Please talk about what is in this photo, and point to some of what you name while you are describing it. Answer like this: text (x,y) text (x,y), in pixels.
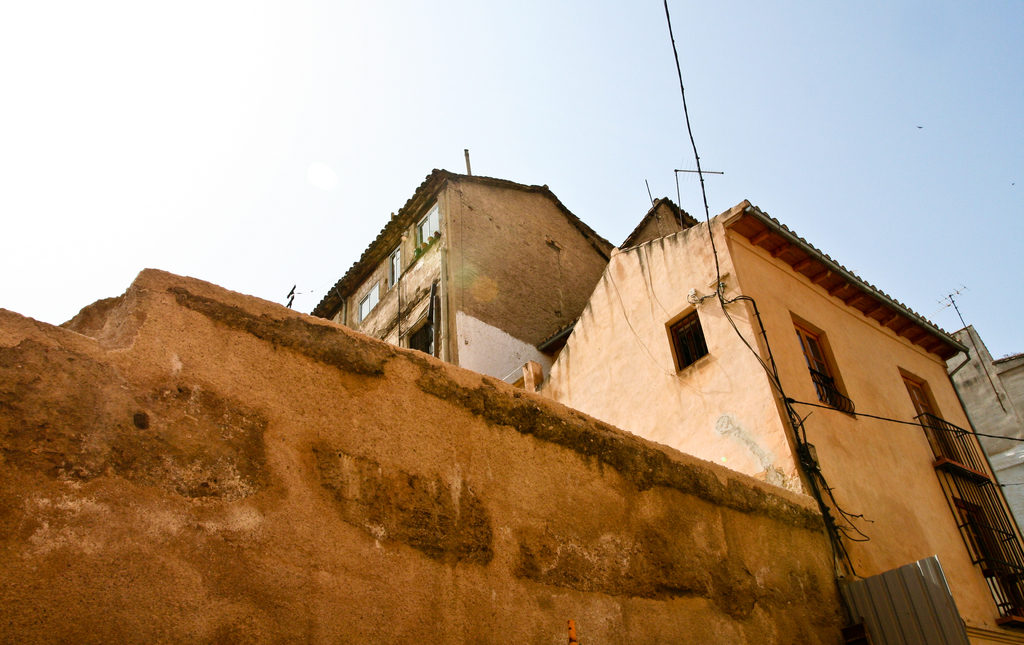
In this image we can see wall (435,472), buildings (760,269), and wires (809,456). In the background (474,140) there is sky (755,113).
